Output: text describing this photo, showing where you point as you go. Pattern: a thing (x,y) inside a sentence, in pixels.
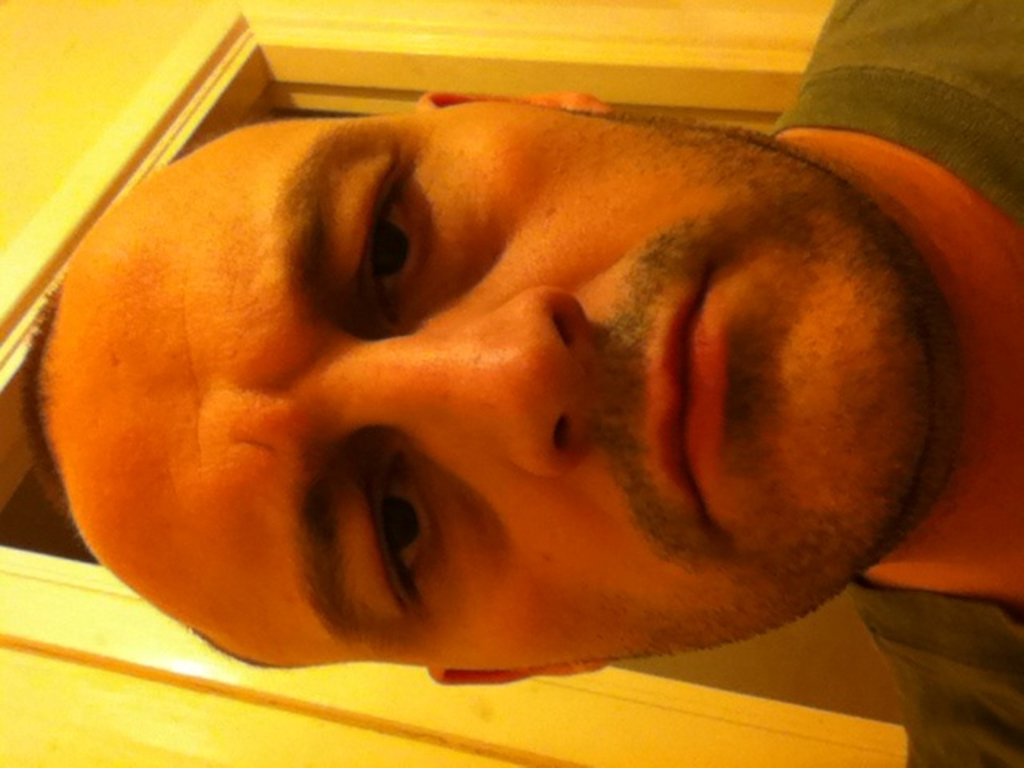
In this image we can see a man (761,490). In the background (512,703) there is a wall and we can see a door (712,88).
